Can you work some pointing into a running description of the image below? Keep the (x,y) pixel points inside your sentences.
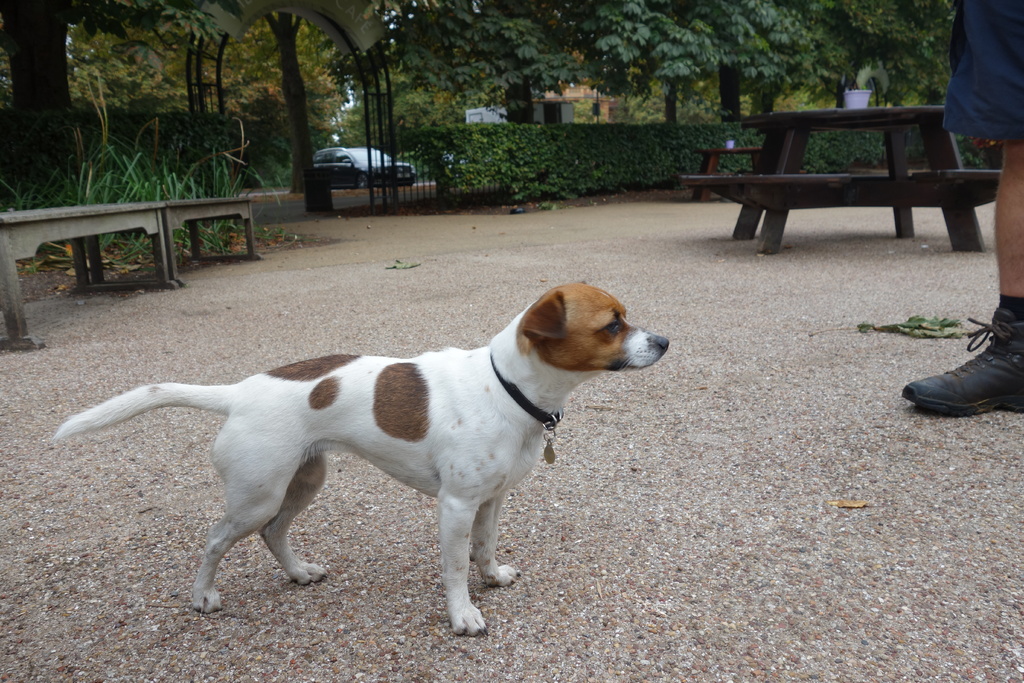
There is a white dog (501,441) wearing belt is standing. There are benches (126,228), table (792,131), plants (235,189), trees (509,90), gate (391,109), railings (376,159), car (351,155) in the background (594,82). On the right corner (1009,269) a person's leg (1009,20) and shoe (954,382) is visible.
